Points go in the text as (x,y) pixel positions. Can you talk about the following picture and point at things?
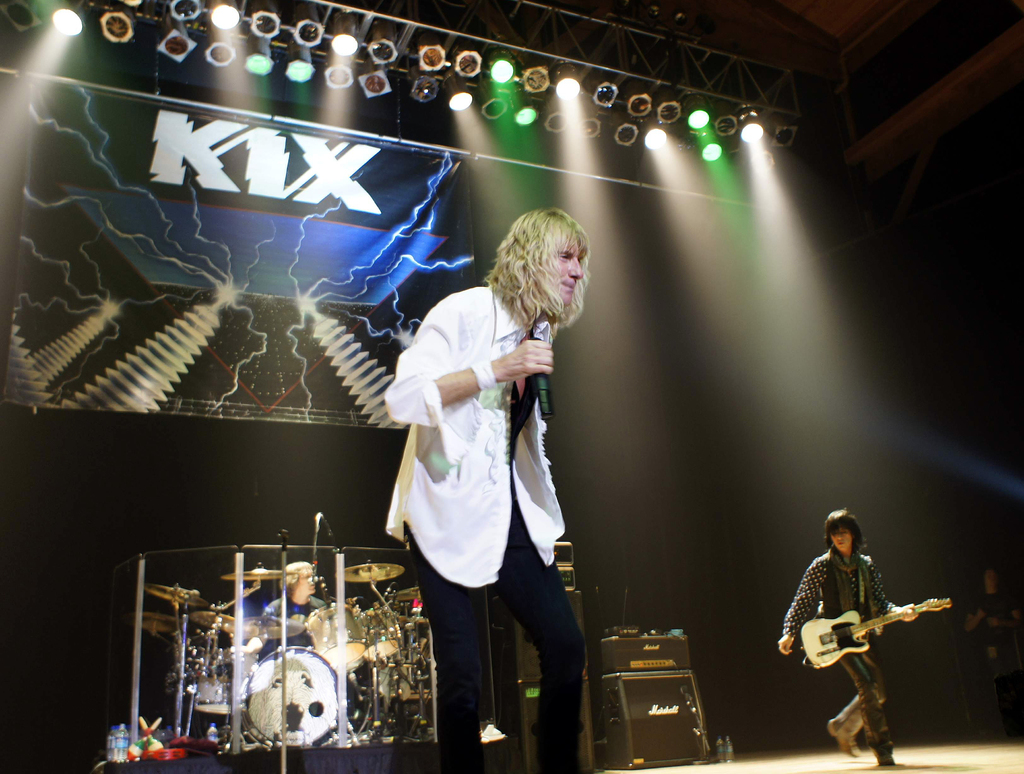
In this image, In the middle (466,332) there is a man (533,609) standing and holding a microphone (547,386) which is in black color, In the right side (862,583) there is a person (861,655) standing and holding a music instrument (846,640) which is in white color, In the background (193,677) there are some music instruments (257,635).
